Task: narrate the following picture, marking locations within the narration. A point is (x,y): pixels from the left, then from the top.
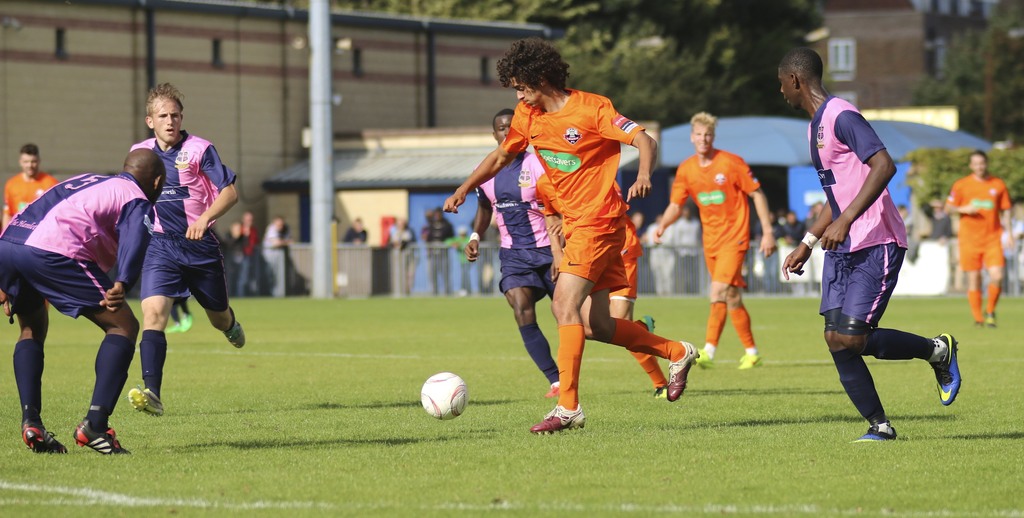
In this image there is grass (308,439). There is a ball (462,410). There are people (864,234) playing. There are buildings (476,104) in the background (899,63). There are people (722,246) in the background (694,238).
